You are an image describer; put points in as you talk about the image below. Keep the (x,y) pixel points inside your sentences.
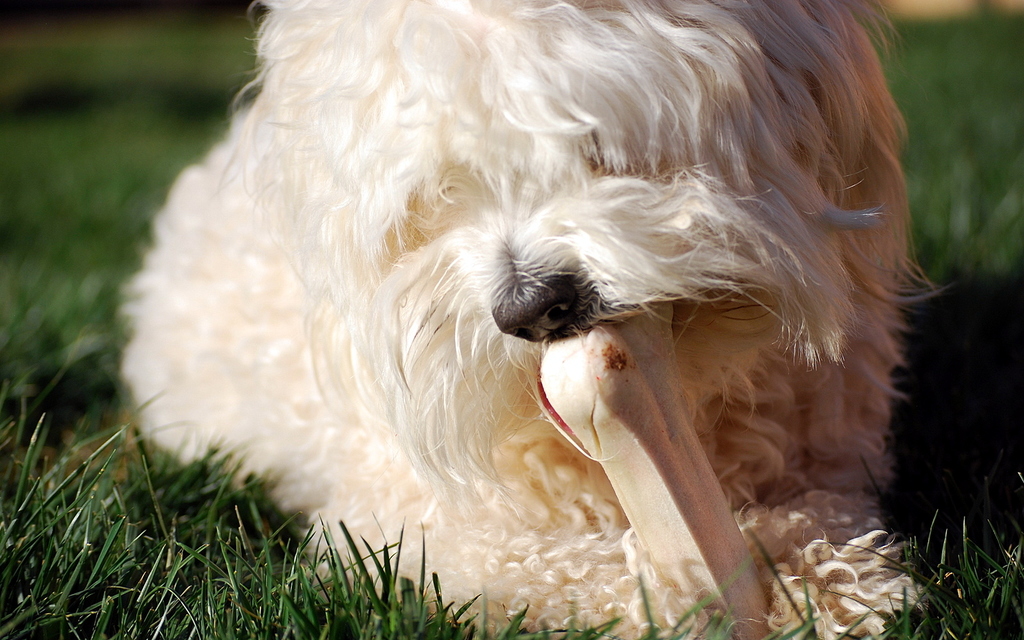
In this image I can see grass ground (195,124) and on it I can see a white colour dog (416,218) and a white colour bone (575,406).
